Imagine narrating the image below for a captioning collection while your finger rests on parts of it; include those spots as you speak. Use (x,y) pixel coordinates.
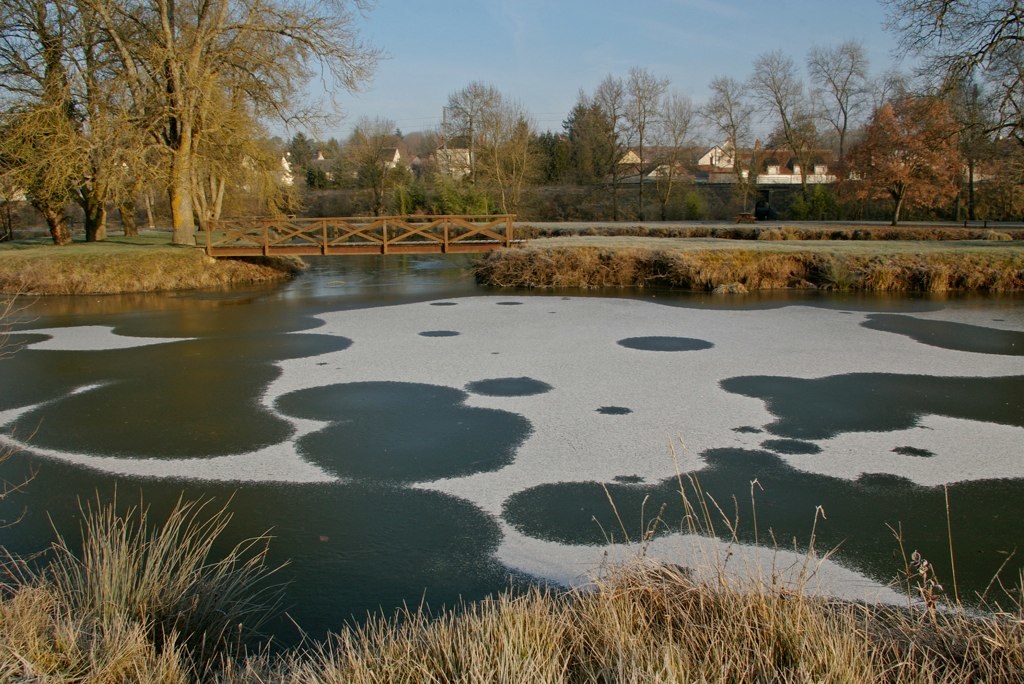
Here we can see water (979,582), grass (215,642), and a bridge (362,237). In the background (370,214) there are trees (607,185), houses (622,169), and sky (709,97).
